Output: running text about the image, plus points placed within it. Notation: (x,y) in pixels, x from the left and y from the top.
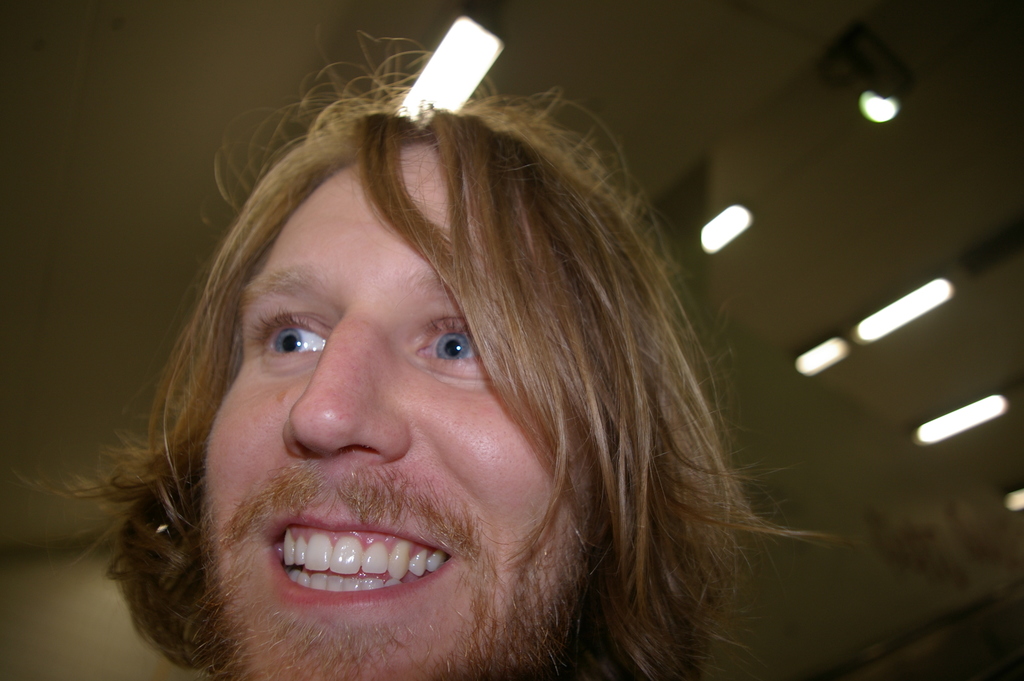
In the foreground of the image (548,317) there is a person (239,436). At the top of the image (769,71) there is a ceiling (729,76) with lights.
